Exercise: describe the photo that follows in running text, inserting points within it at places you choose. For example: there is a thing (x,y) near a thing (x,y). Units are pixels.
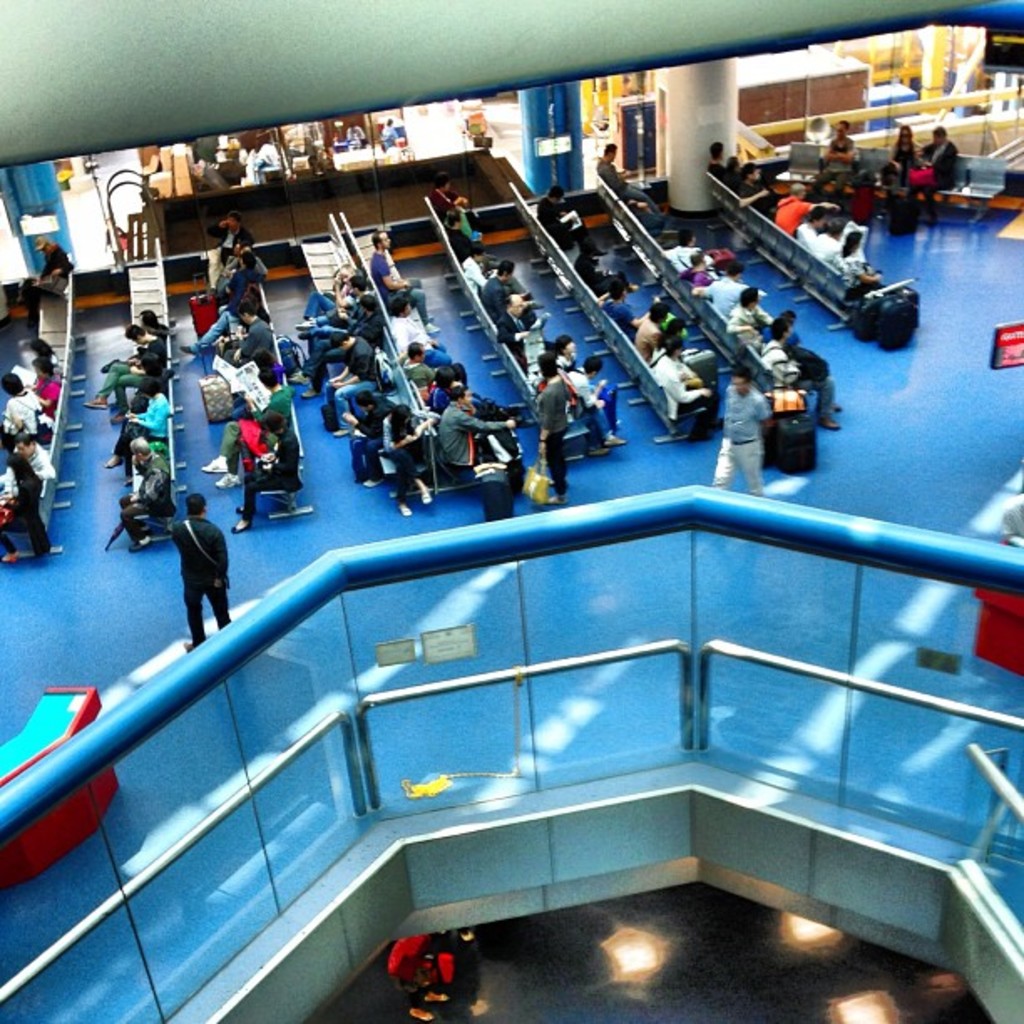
In this image we can see a few people (336,353), some of them are sitting on the chairs (870,149), a few of them are holding bags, there is a grill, windows (414,145), poles (952,93), posters (425,648), and a table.
